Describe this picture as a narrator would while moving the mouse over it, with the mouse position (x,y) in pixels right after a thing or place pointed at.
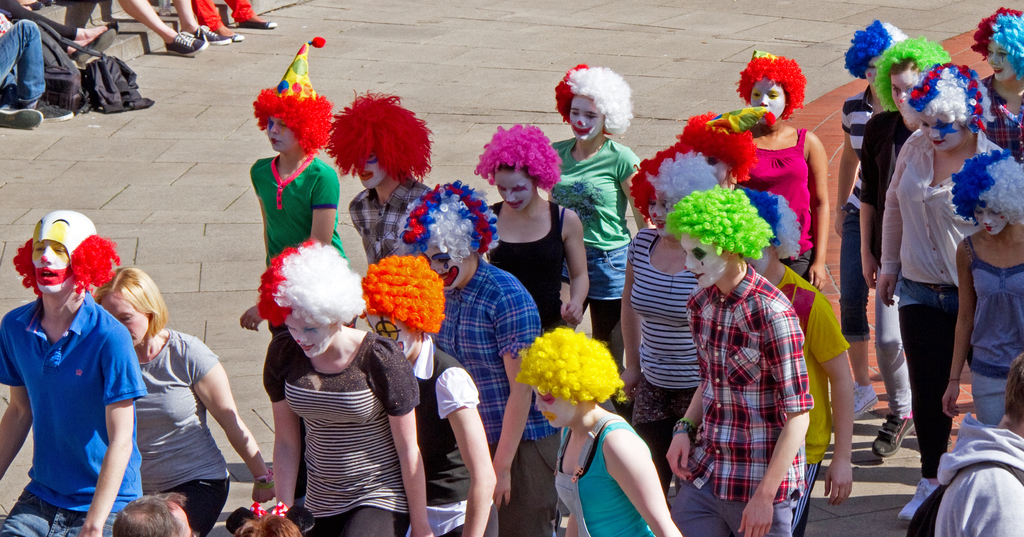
In this image people (443,332) are walking on the road (243,300) by wearing wigs (341,161). At the back side (209,14) few people (182,27) are sitting on the stairs (254,6).
